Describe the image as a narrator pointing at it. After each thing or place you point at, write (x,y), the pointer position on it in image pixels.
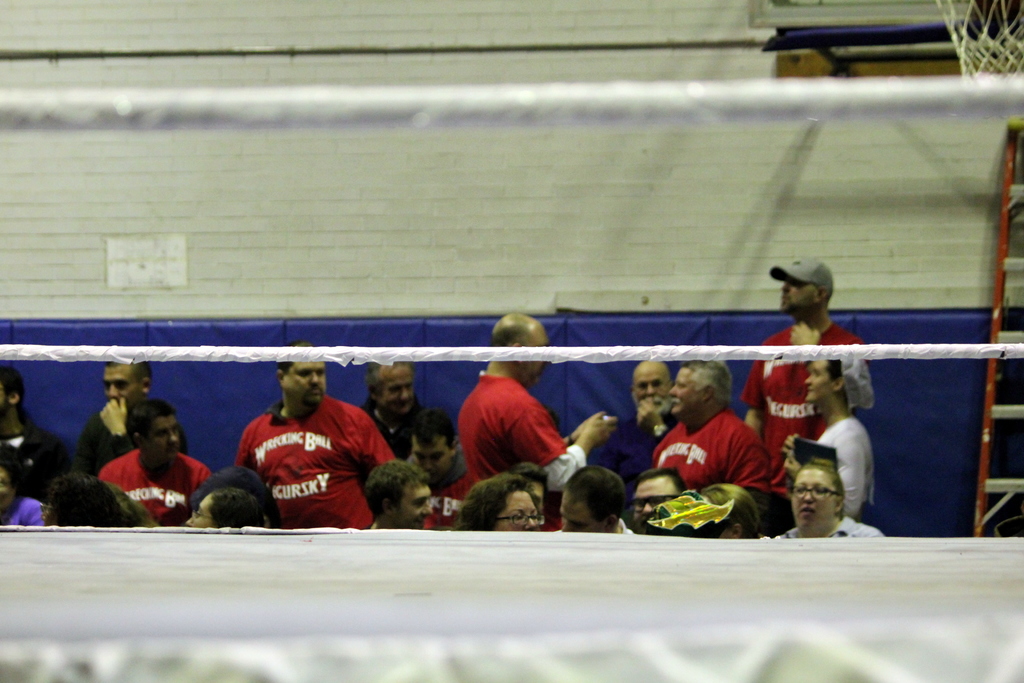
In this image I can see there are few persons (728,410) standing in front of the wall (353,383) and I can see rods (774,84) in the foreground (382,349).
